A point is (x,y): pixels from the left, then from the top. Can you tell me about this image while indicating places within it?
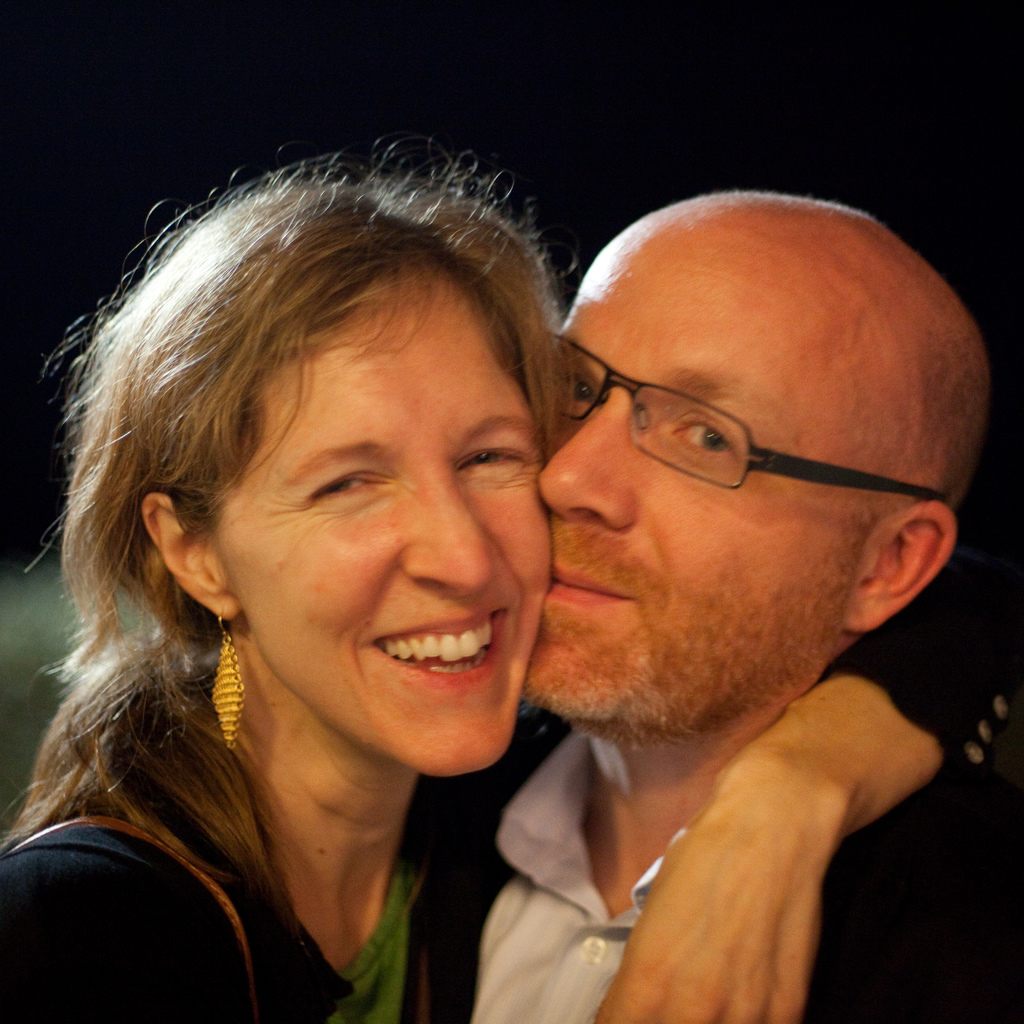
In this image the background (159,67) is dark. In the middle of the image (554,395) there is a man (571,594) and a woman (328,544) with smiling faces (377,610).
